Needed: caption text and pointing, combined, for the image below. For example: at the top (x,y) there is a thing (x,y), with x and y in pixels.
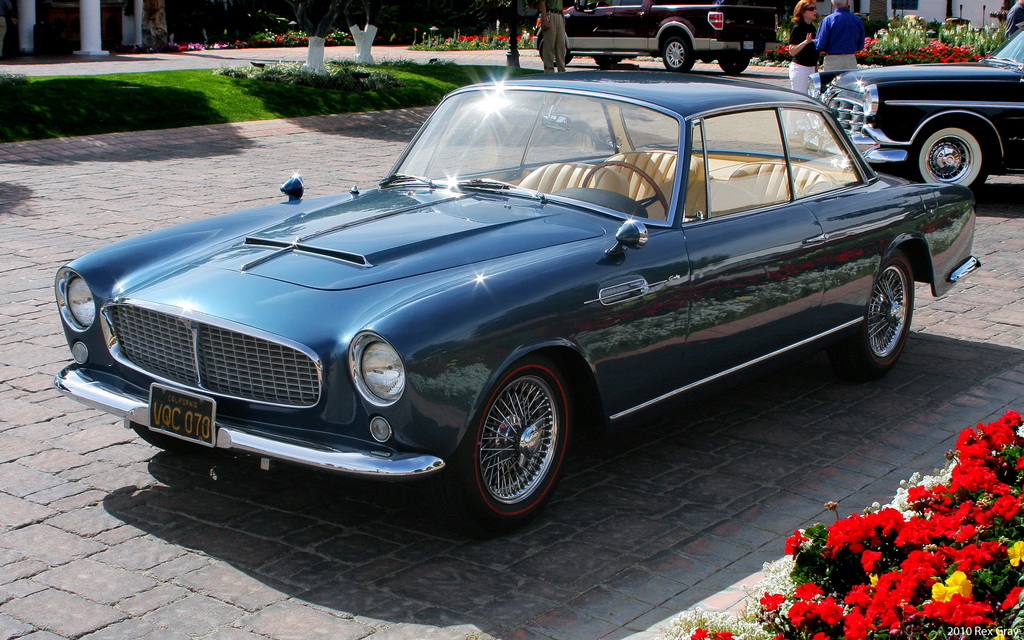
In this picture we can see vehicles (770,333), people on the ground (178,202), here we can see plants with flowers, grass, pillars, wall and some objects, in the bottom right of the image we can see some text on it.
